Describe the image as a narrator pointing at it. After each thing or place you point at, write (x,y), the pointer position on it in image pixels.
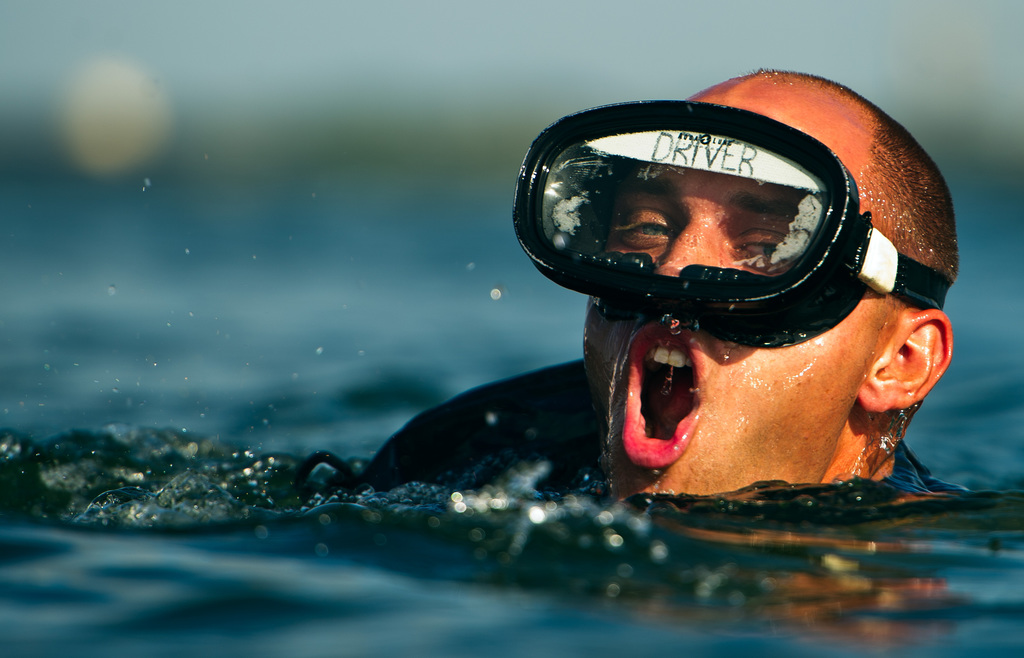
In this image there is a man (822,328) swimming in the water (127,604), in the background (314,11) it is blurred.
